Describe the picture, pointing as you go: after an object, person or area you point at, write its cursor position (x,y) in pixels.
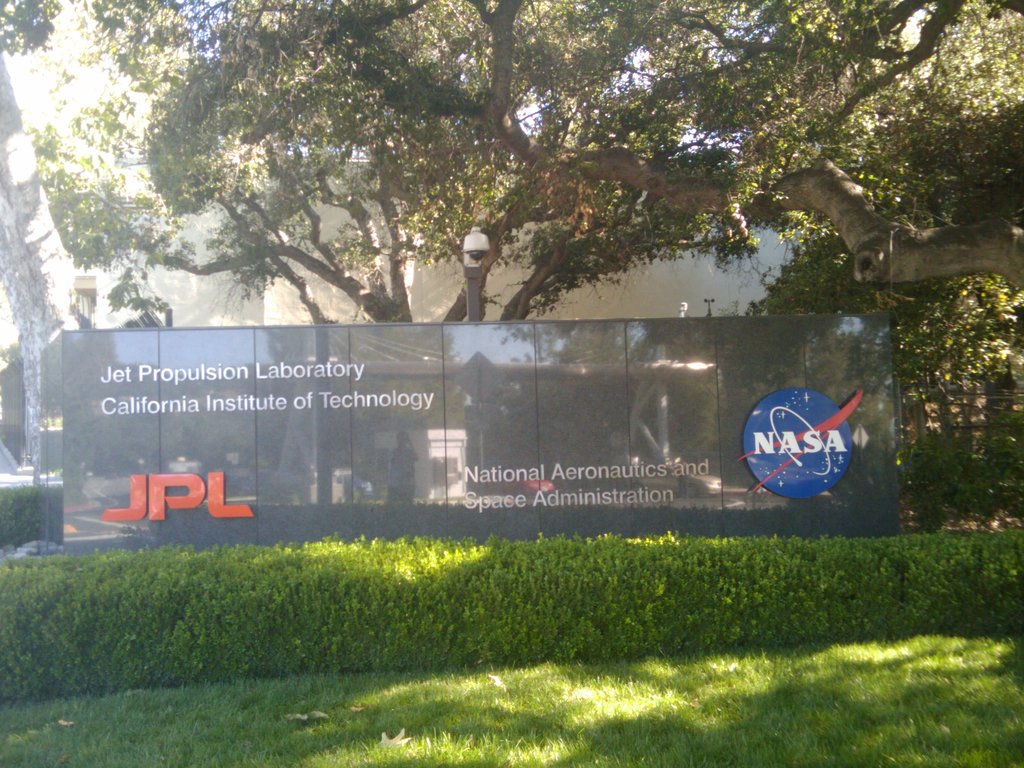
In the bottom of the image (671,730) there is grass (592,721). In the background of the image (351,315) there is a building (106,306). There are trees (961,60).
